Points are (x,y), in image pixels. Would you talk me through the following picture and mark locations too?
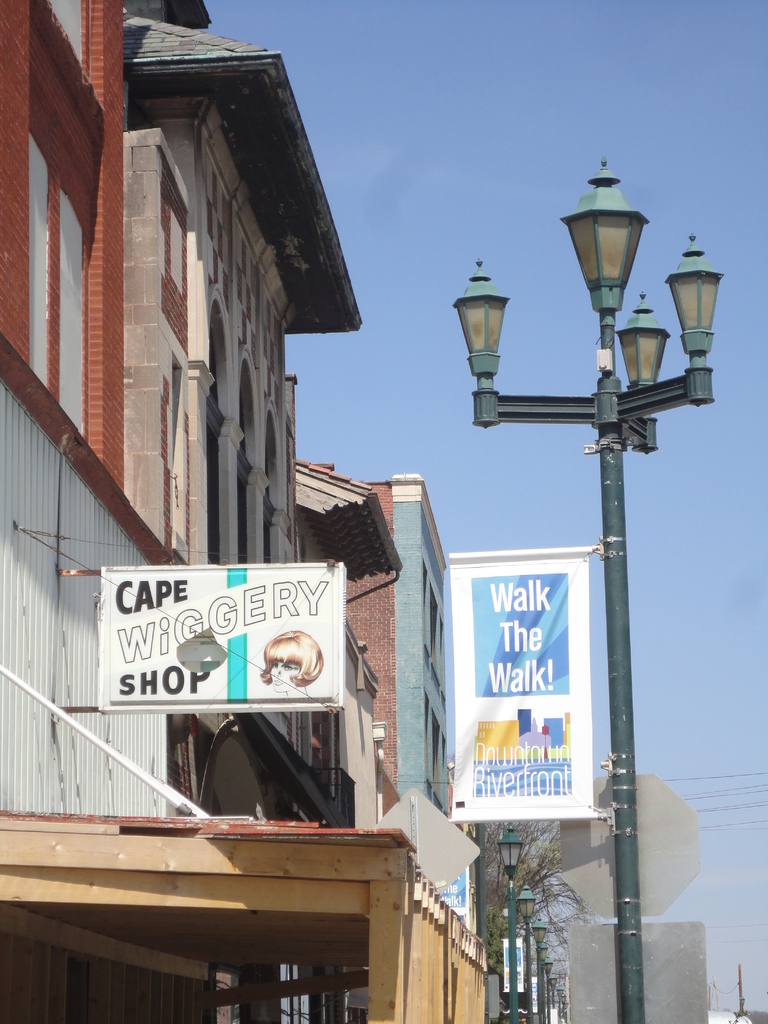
This image is taken outdoors. At the top of the image (468,138) there is a sky (551,136). On the right side of the image (706,806) there is a street light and there are a few wires (727,825) and a pole (739,993). On the left side of the image (165,507) there are a few buildings (147,355) with walls (141,381), windows (75,362), roofs (193,55) and doors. There are two boards (281,628) with text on them and there is a signboard (605,930). There are a few trees (543,875) and poles (515,944) with street lights (515,944).
